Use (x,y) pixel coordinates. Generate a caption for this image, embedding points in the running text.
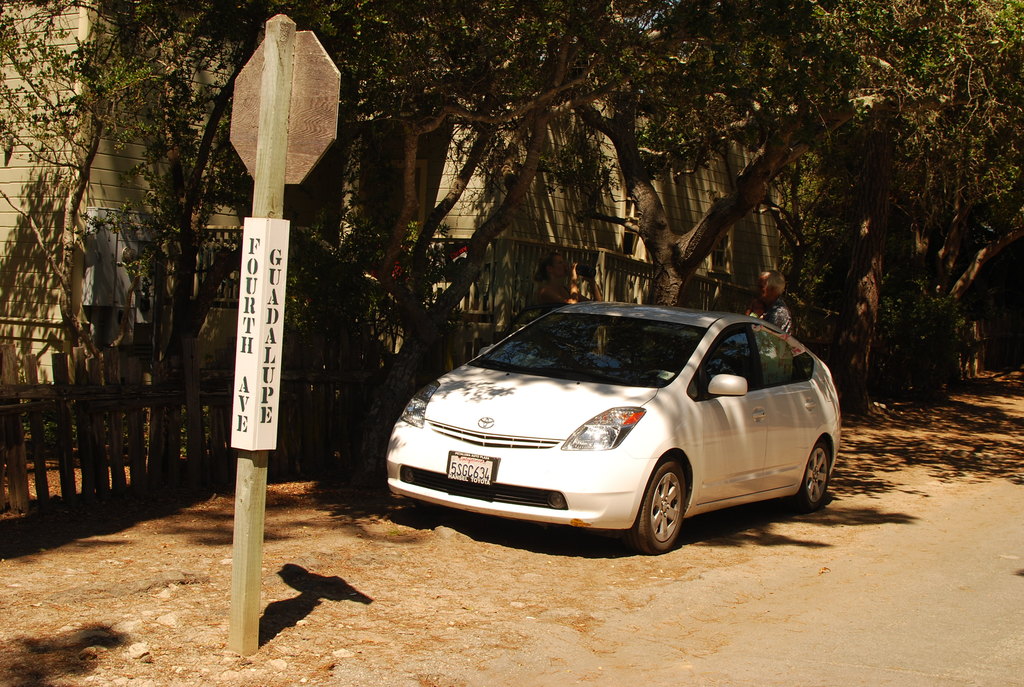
Here in this picture we can see a white colored car (574,406) present on the ground (522,536) and in front of it we can see a sign board (295,119) present on a pole (266,132) and we can see some part of ground (266,588) is covered with dirt (205,555) and beside that we can see a wooden railing (294,458) and we can also see a building (423,214) present and we can see plants (297,282) and trees (992,178) present.
